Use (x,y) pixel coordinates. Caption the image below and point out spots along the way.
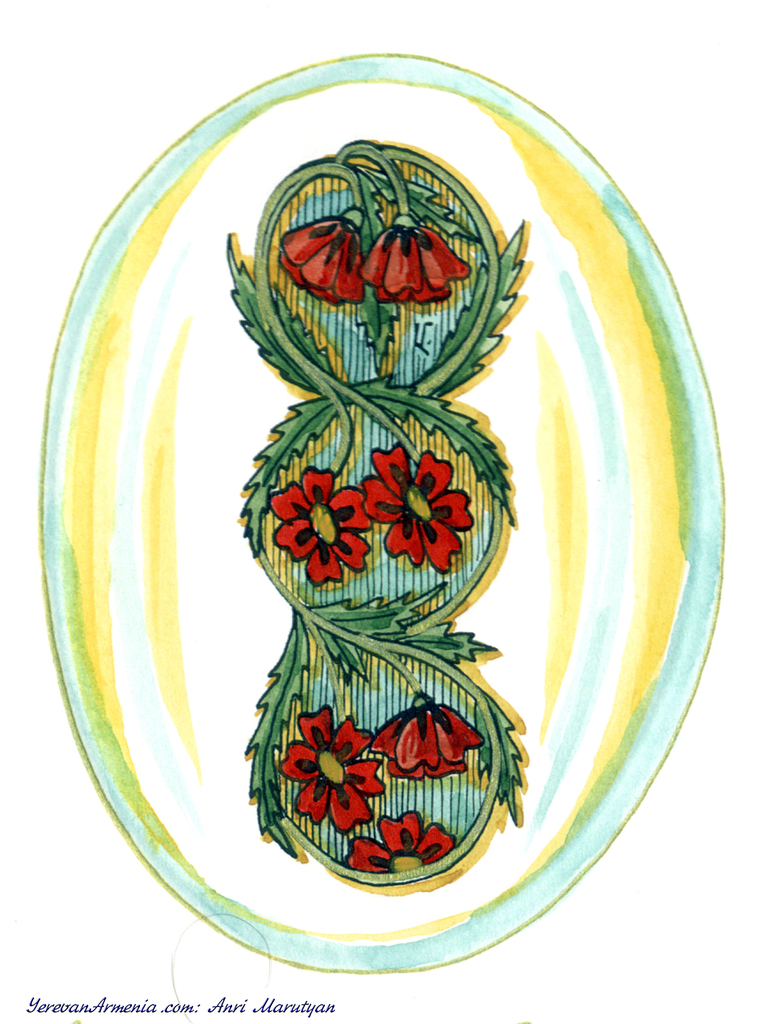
In this image I can see few red color flowers (406,514) and green leaves (383,611). I can see a yellow, white and blue color. Background (621,11) is in white color.
